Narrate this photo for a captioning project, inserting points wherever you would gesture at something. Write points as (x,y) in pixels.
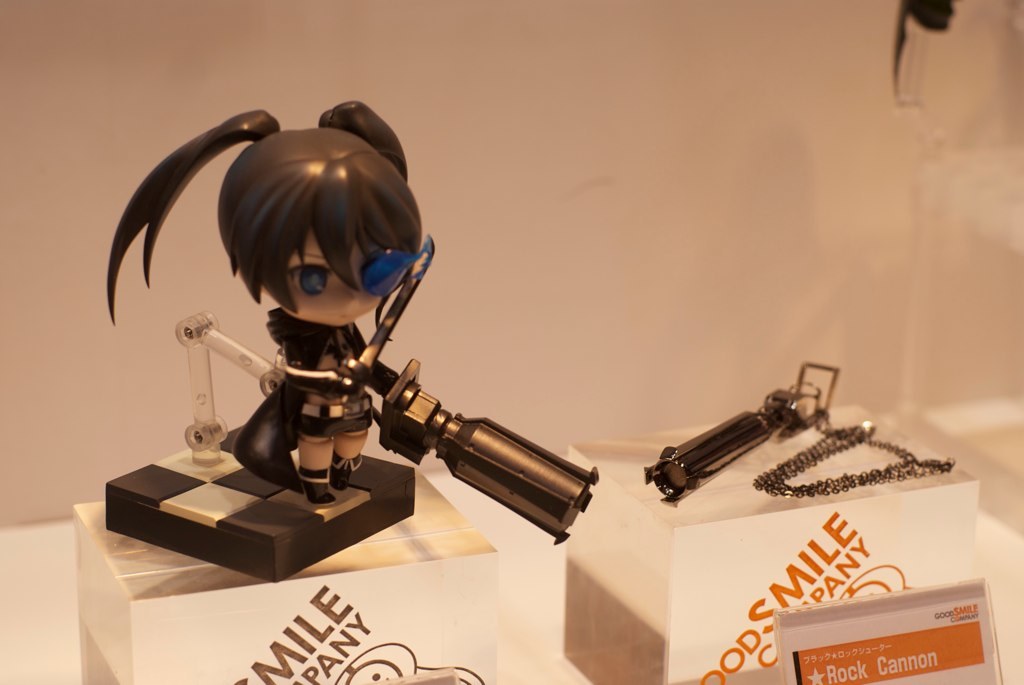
In the picture we can see some animated toy picture (332,445).
